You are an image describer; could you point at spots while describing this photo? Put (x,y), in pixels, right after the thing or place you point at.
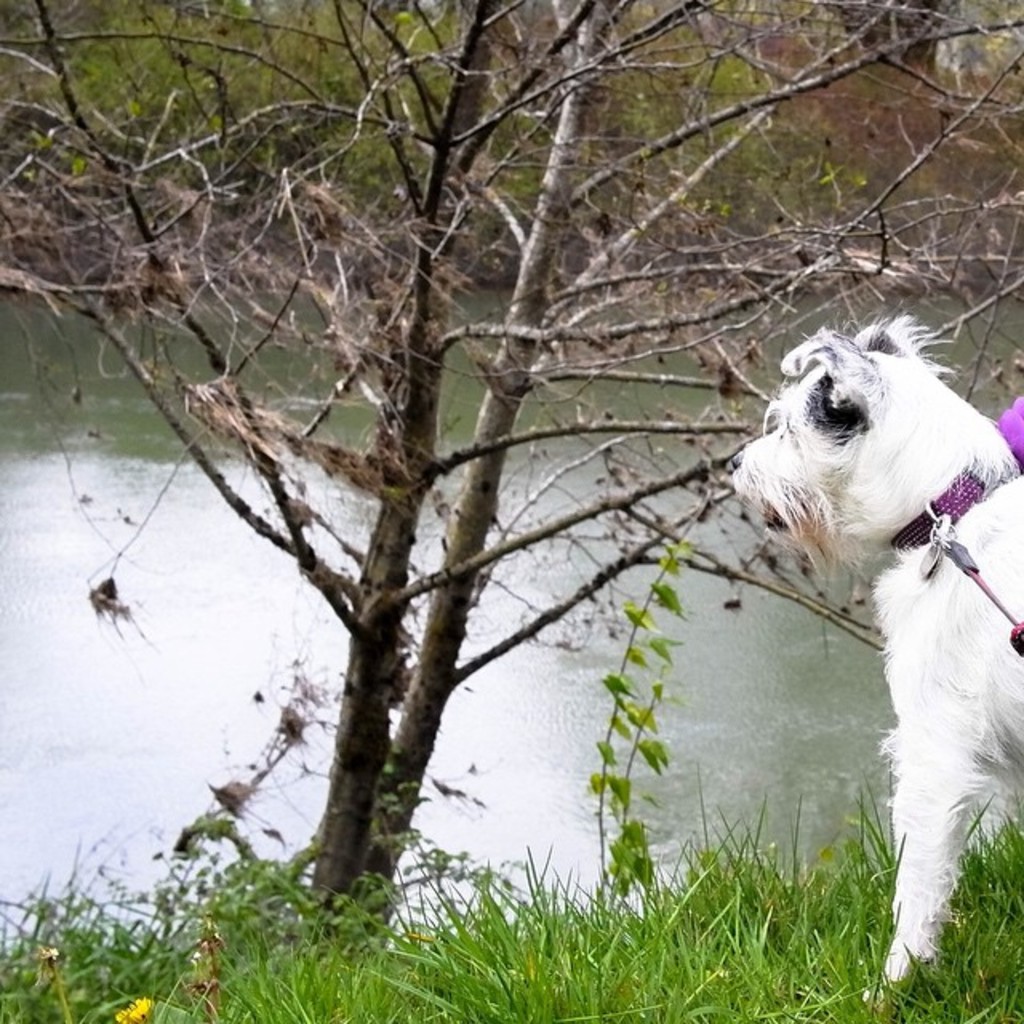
In this picture there is a white dog (947,674) on the right corner (1003,671). In the middle (461,495) there is a dry tree (402,413). Behind we can see the pond water (286,629).
